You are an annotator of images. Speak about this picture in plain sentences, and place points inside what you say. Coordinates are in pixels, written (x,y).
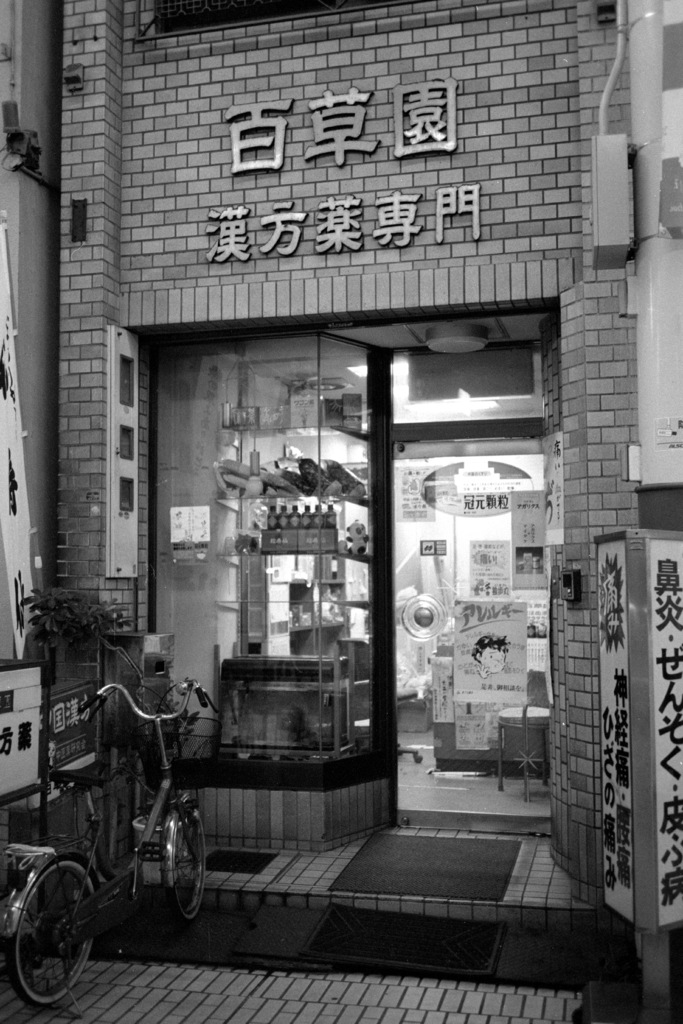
This is a black and white picture. I can see a bicycle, there are mats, there is a shop (319,250), there are papers (433,478) to the glass door (433,656), and in the background (430,653) there are some objects (332,747).
